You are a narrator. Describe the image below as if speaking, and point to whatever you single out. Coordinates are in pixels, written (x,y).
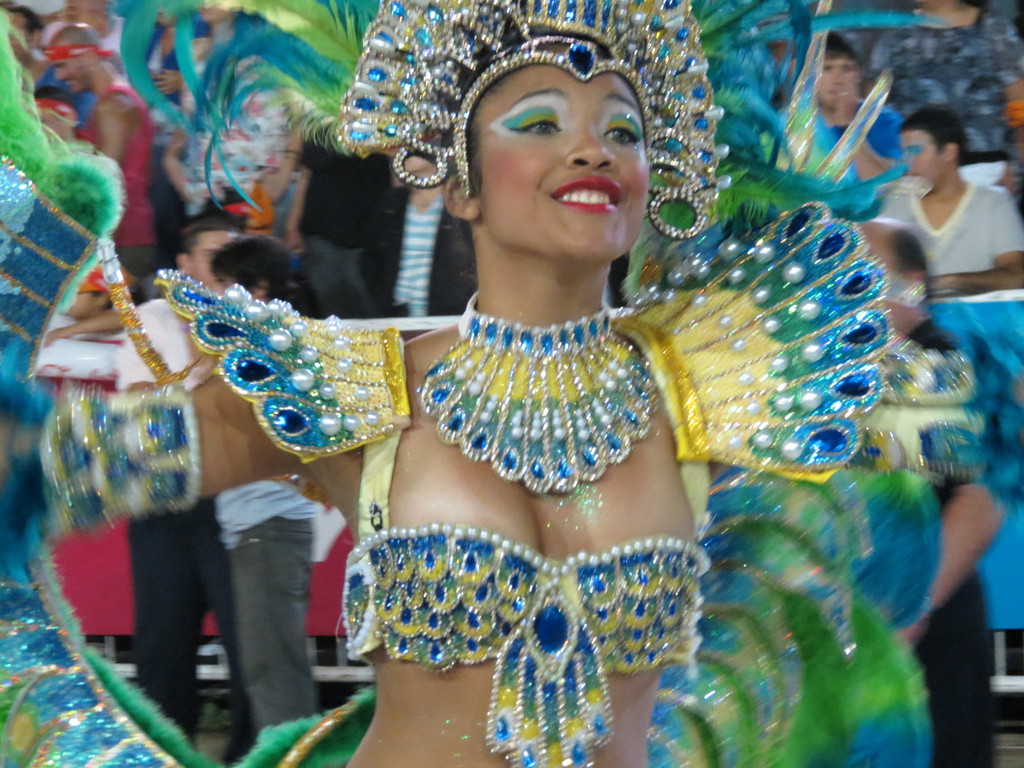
In this image I can see people (606,593). Front a woman (501,176) wore a costume (506,320). In the background of the image (980,190) it is blurry.
